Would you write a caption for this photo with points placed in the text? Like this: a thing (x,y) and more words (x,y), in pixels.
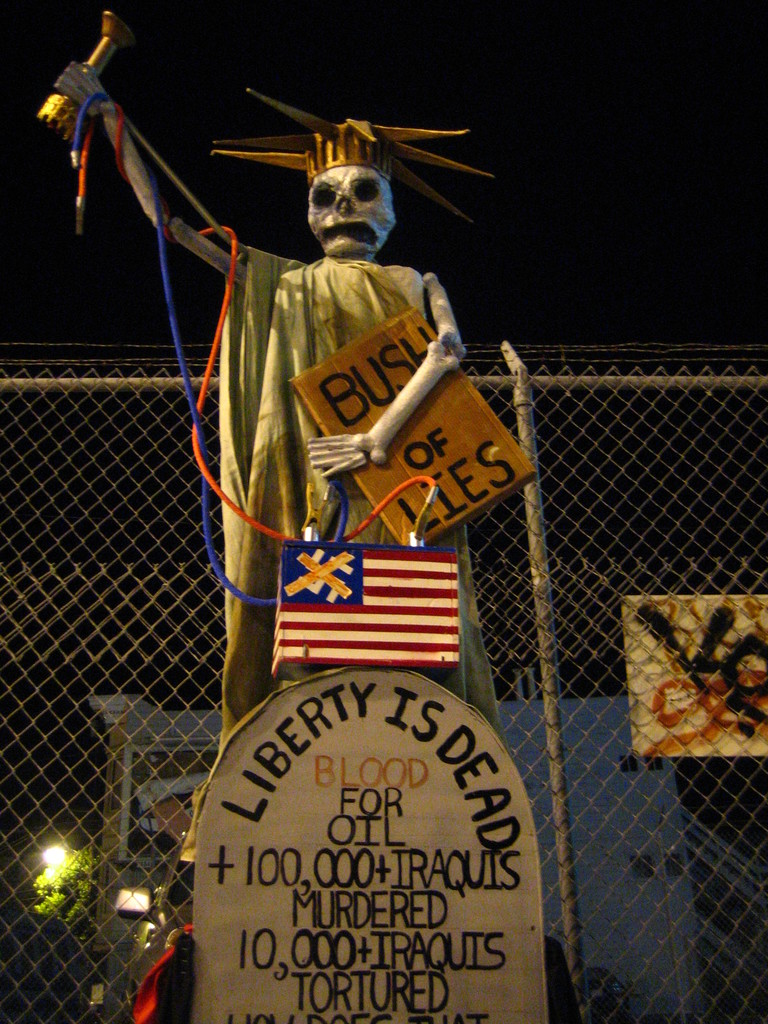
In the center of the image (336,532) there is a statue (308,608). At the bottom (340,726) there is a board (392,927). In the background (648,714) there is a fence (567,777), building (605,907), tree (85,885) and light (57,858).
